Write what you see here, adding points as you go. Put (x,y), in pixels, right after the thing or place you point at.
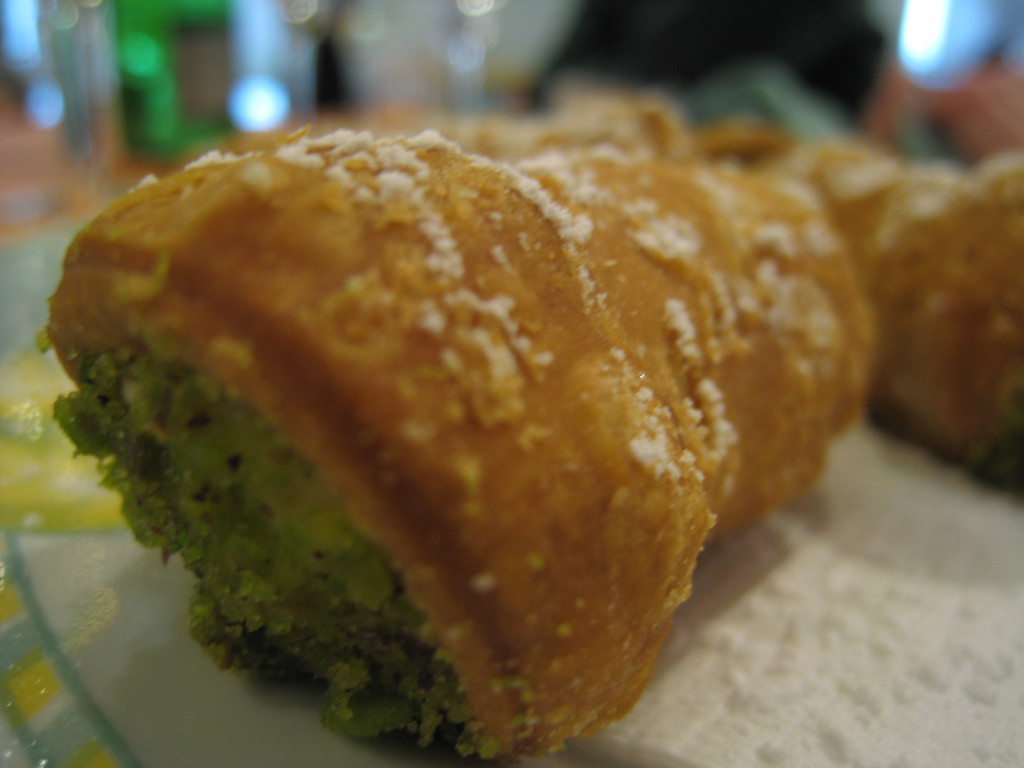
This image consists of food (678,295) and the background (227,20) is blurry.
